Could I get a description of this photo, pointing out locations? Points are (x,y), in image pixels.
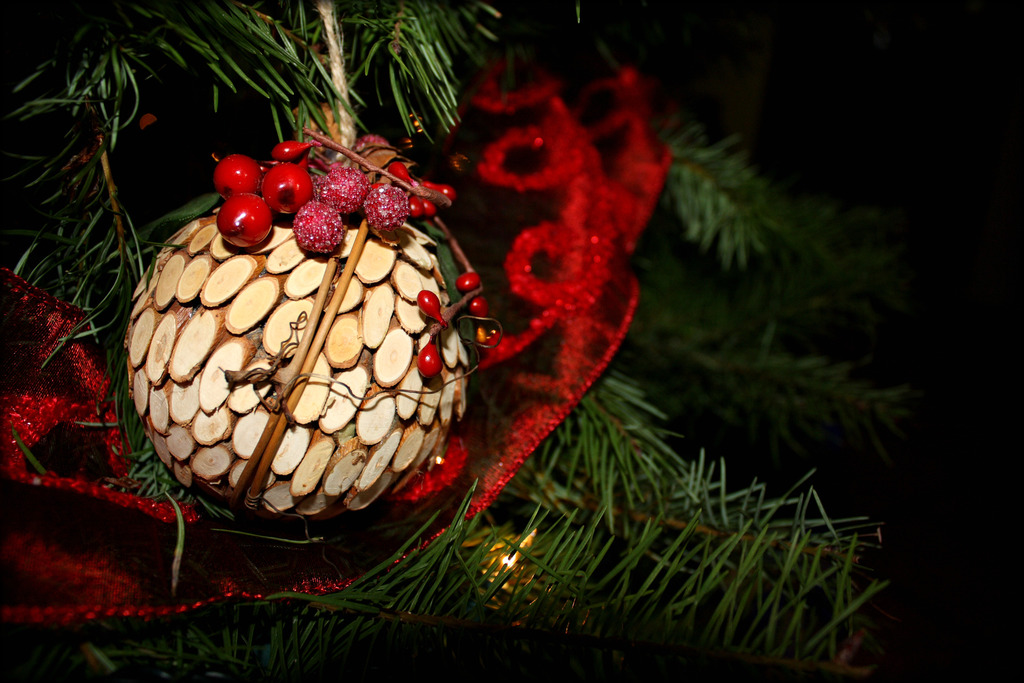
In this image there is a Christmas tree (440,568) decorated with a few decorative items (288,485).
